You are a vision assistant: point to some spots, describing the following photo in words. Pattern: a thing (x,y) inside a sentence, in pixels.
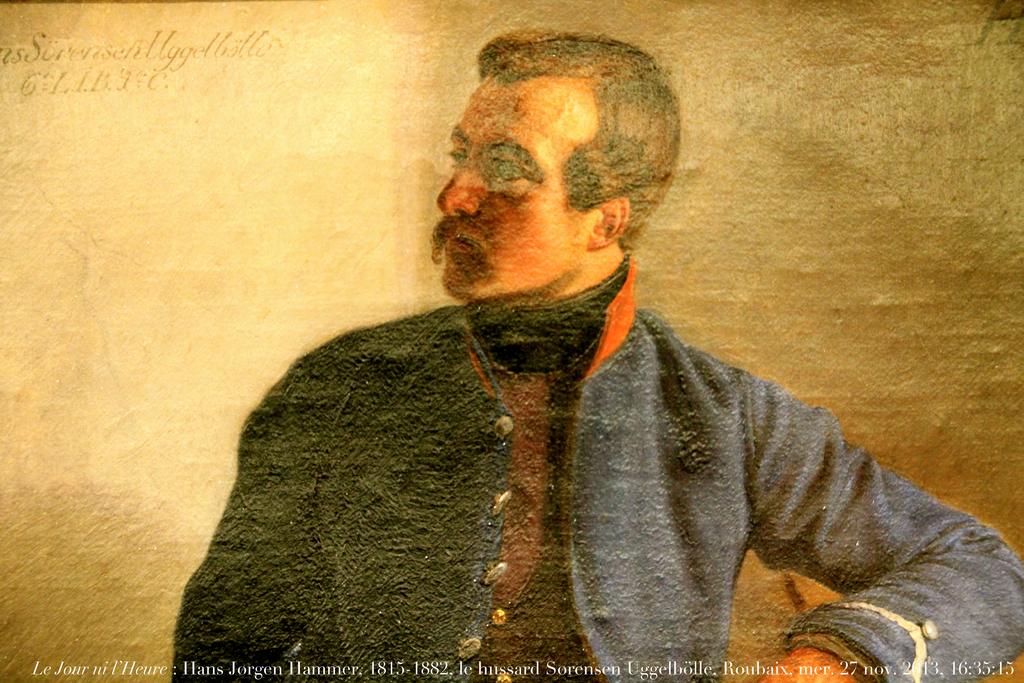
In this picture we can see painting (741,447) of a man (430,643) and at the bottom of an image (992,667) we can see some text (190,668).
